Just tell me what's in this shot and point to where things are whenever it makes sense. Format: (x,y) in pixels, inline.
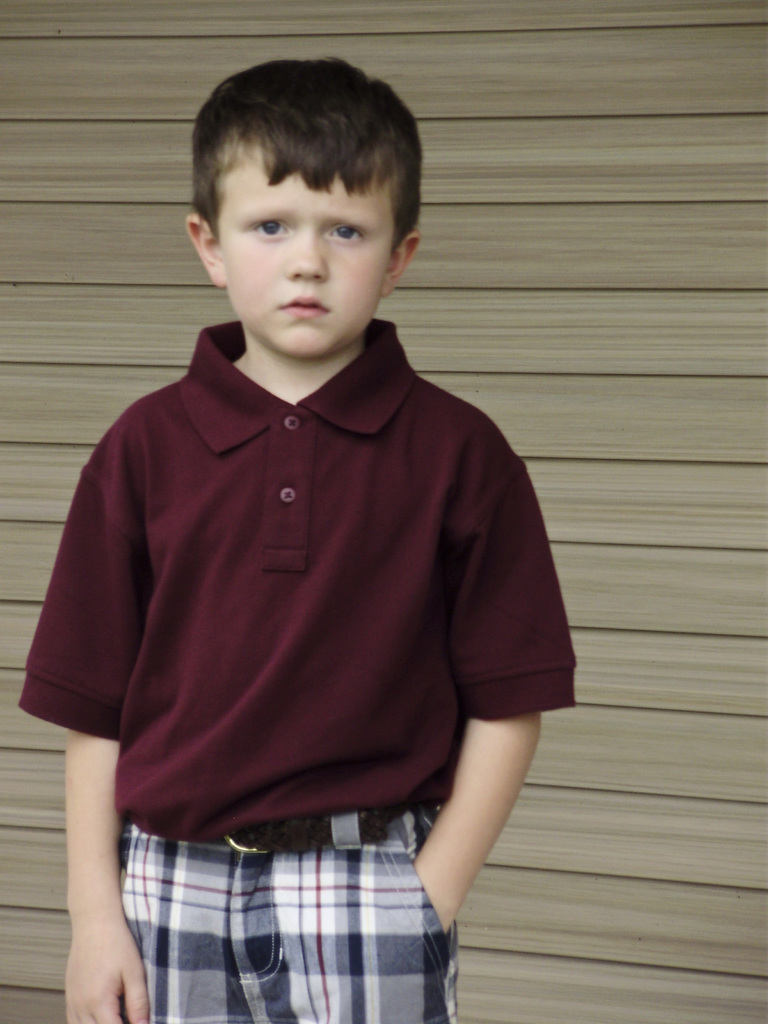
In this image there is a boy (289,319) staring at the camera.
